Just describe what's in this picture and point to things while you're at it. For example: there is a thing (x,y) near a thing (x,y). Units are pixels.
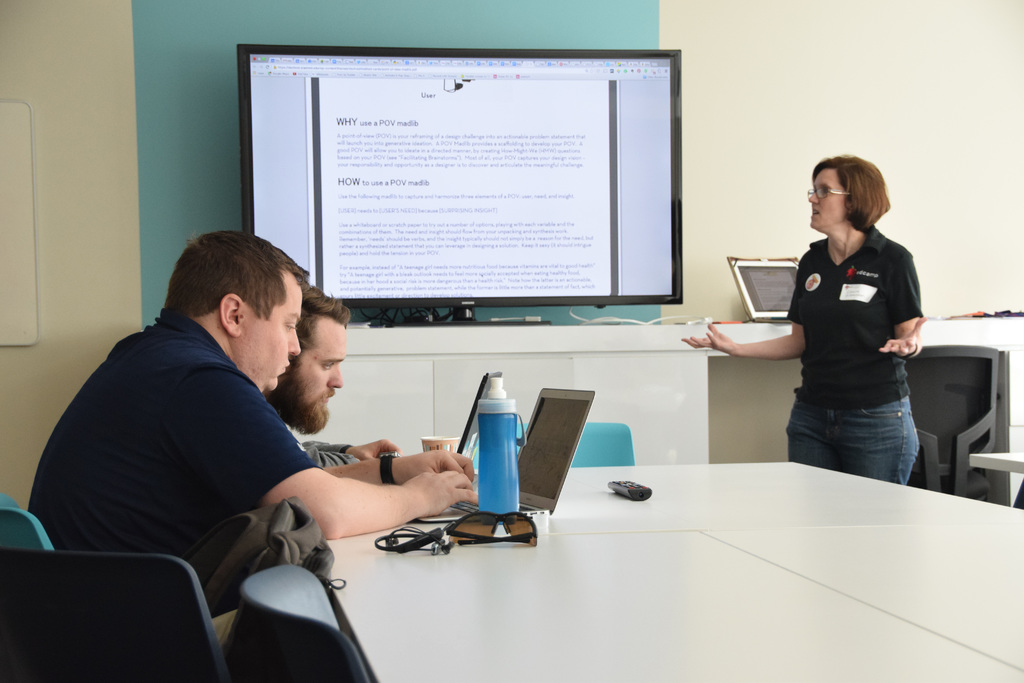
In this picture we can see two men (240,404) sitting on chair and typing on keyboard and in front of them on table (577,585) we can see laptops (442,517), goggles (518,521), bottle (510,492), remote (645,499) and where woman (795,314) is standing and talking and in background (610,79) we can see wall (41,67), screen (433,153), wires (427,312).
